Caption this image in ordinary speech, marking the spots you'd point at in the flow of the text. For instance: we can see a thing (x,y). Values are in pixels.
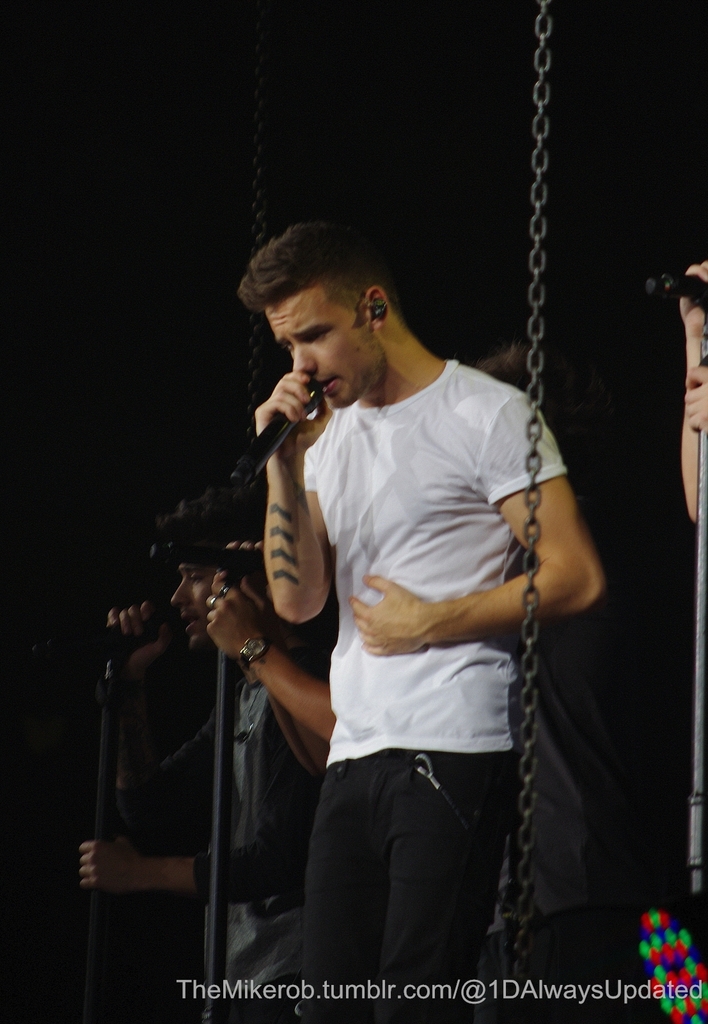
There is a man (482,489) standing in the middle (410,591), He is holding a microphone (319,406) and singing a song, In the right side of the image (702,429) there is a person (696,314) standing and holding a microphone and there is a chain (533,251) of black color and in the background (402,170) there is a black color.
